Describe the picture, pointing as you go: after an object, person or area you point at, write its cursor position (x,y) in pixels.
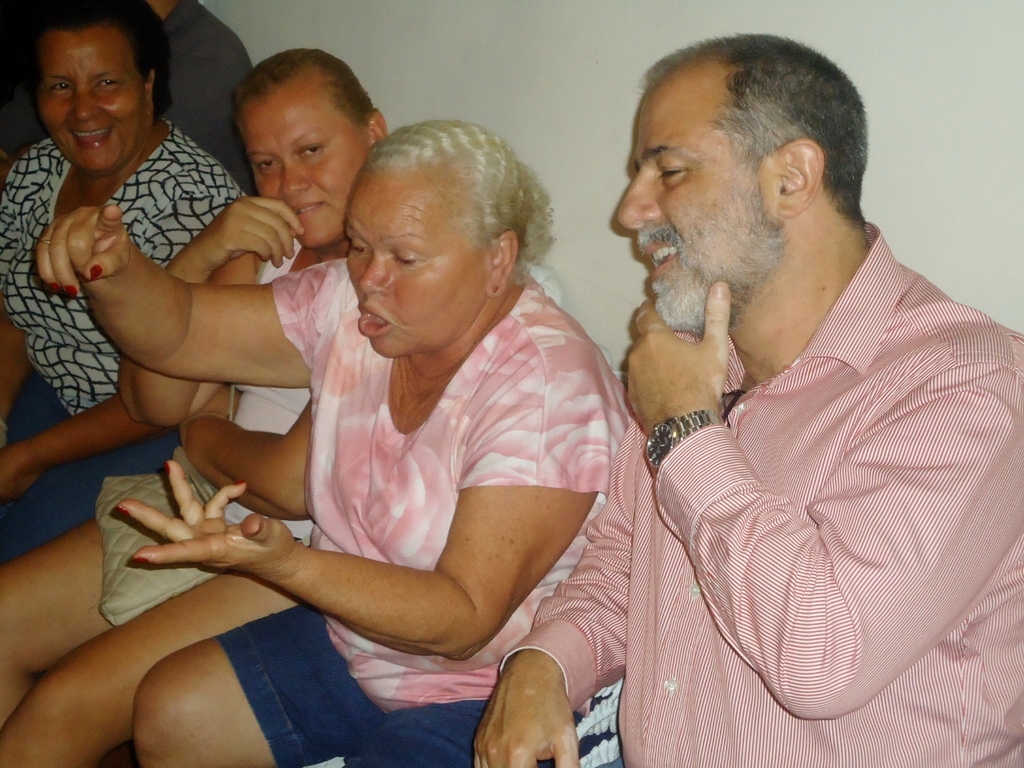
In the image in the center (356,350) we can see few people (443,310) were sitting and they were smiling, which we can see on their faces (77,151). In the background (593,62) there is a wall (438,62).
